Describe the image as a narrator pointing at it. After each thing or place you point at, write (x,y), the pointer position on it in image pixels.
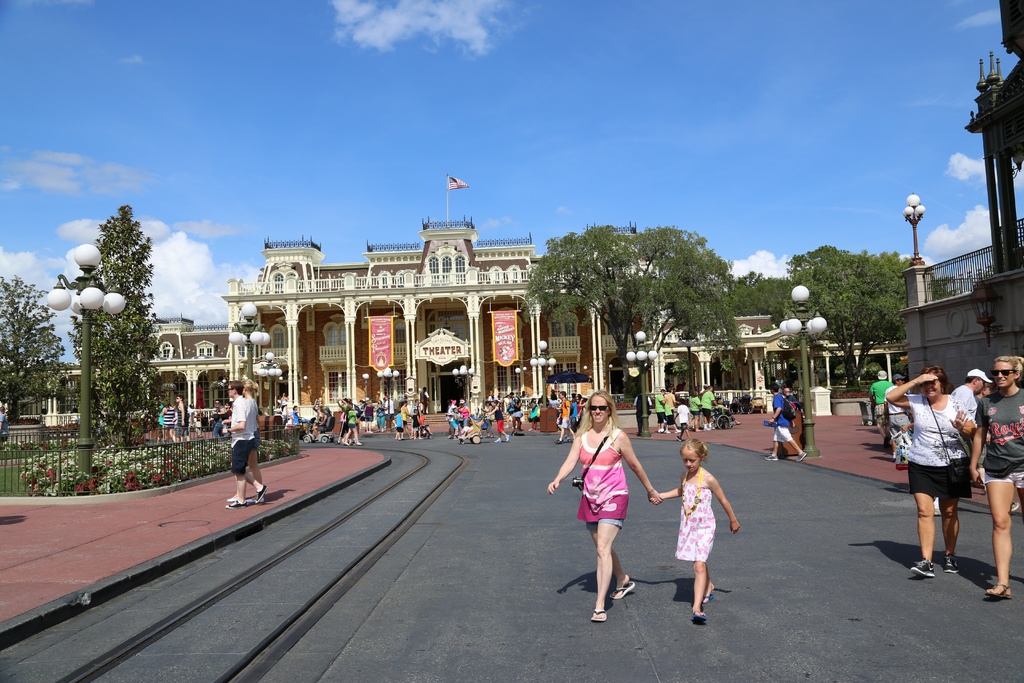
In the foreground of the picture (346,524) there are people (693,477) walking on the road (542,538) and there are railway track (271,588) and footpath (74,578). In the center of the picture (682,307) there are street lights (93,306), trees (763,294), plants (118,467), railing (89,476), grass (11,481), pavement (822,456) and people (883,395). In the background (505,292) there are trees (594,295), buildings (438,297), banner (373,337), flag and other objects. Sky (444,125) is sunny.
